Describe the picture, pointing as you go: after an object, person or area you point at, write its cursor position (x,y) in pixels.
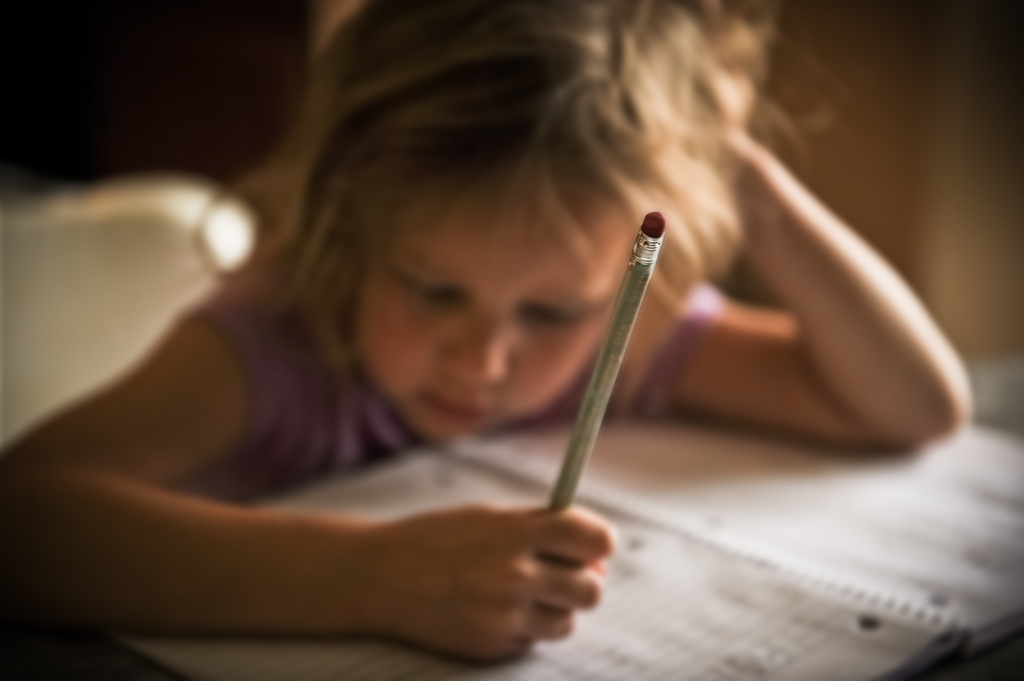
In this image we can see a girl (510,354) is sitting, and holding a pencil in the hands (587,554), here is the book (481,438) on the table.
